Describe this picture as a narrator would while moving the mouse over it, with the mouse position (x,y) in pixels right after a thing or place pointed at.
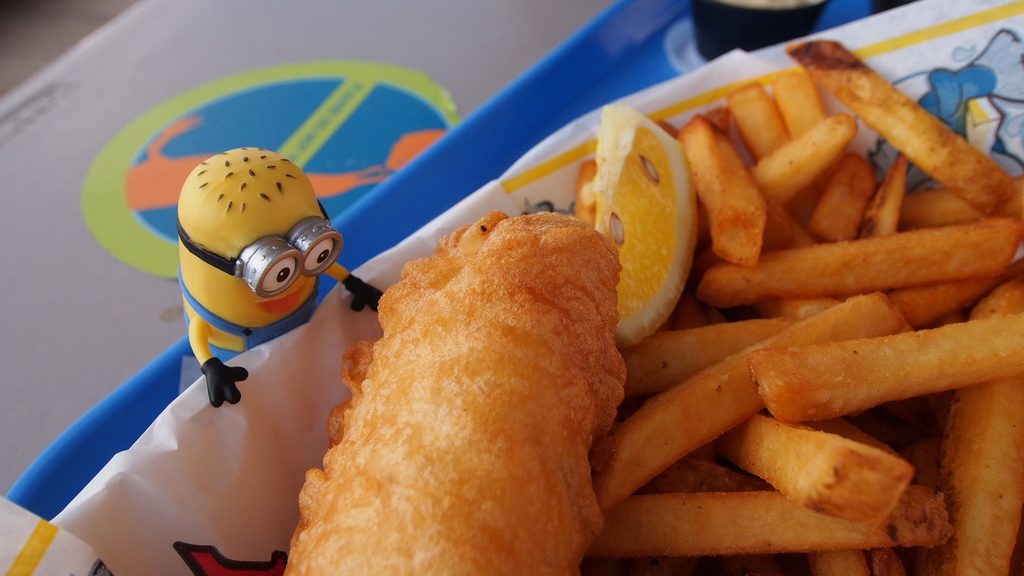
In this image we can see some food (740,409) in the plate (675,382). There is a toy (260,268) at the left side of the image (259,244). There are few objects (746,23) in the image.
